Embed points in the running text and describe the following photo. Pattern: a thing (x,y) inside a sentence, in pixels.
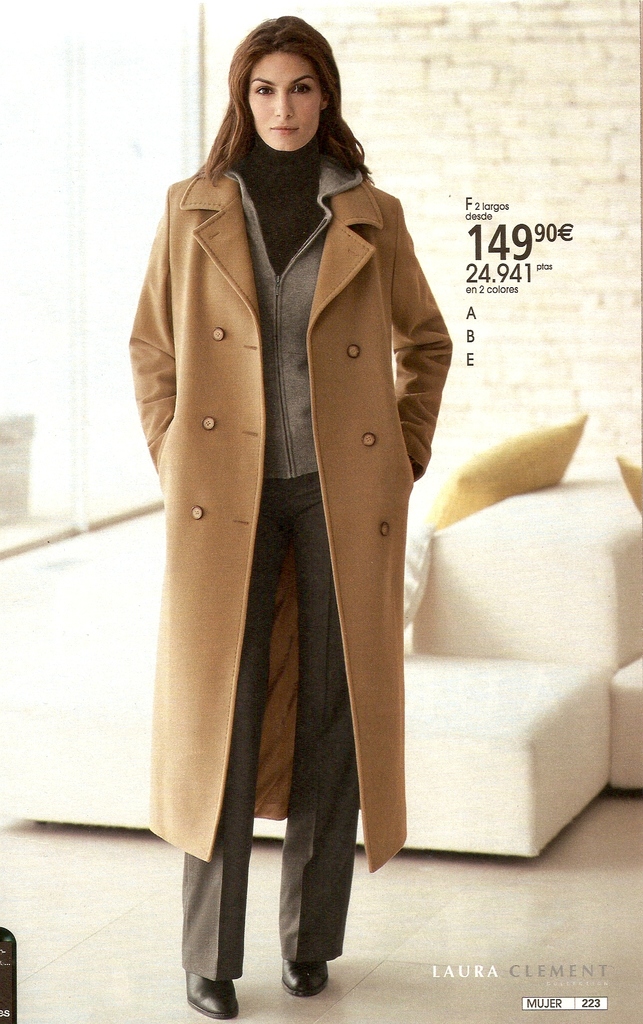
In this picture there is a woman (341,386) with brown color coat (342,317) is standing. At the back (609,166) there are pillows (532,442) on the sofa (554,740) and there is a wall (571,147) and there is text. On the left side of the image (79,104) it looks like a door (84,94). At the bottom (148,880) there is a floor (87,949). At the bottom right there is text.
